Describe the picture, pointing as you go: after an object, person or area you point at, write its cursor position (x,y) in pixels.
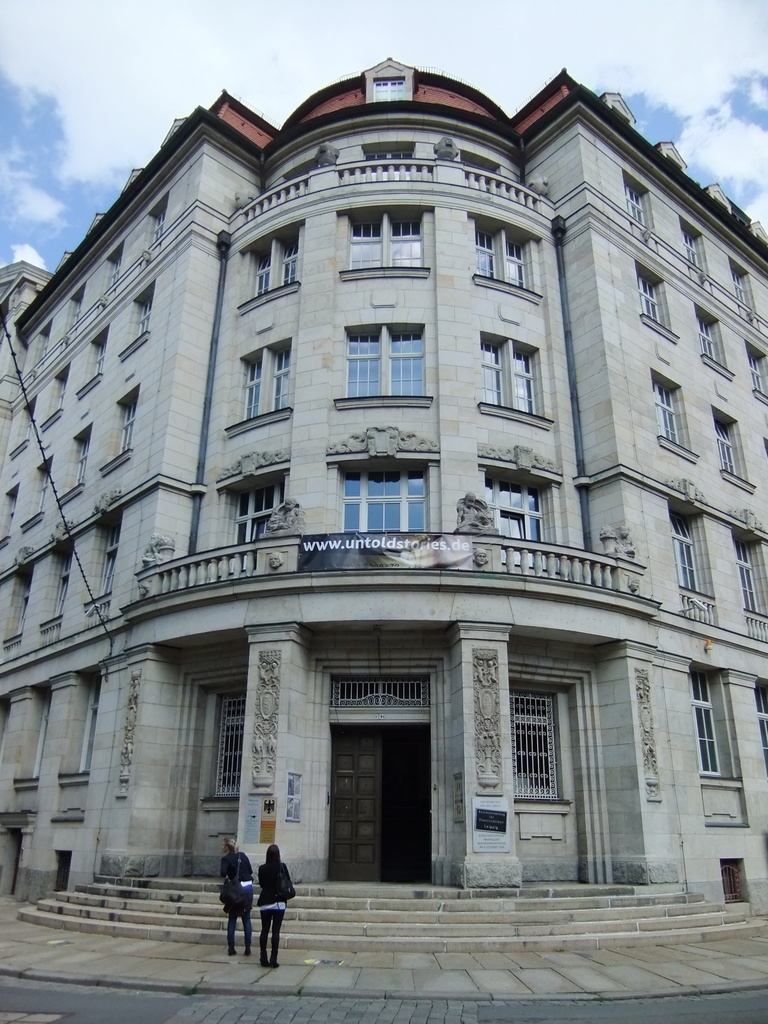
In this image I can see the ground (276,987), two persons (268,912) standing on the ground (253,949), few stairs (373,925) and a huge building (448,408). I can see few windows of the building (419,364) and in the background (694,34) I can see the sky (39,118).
